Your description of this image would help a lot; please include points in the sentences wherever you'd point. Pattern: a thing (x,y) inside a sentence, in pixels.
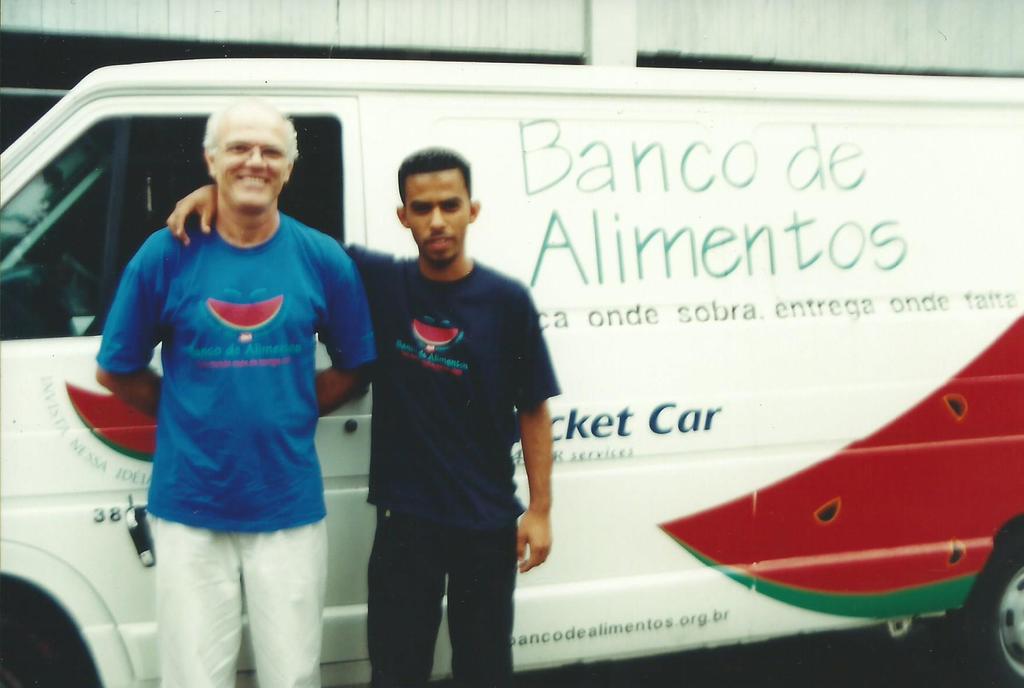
In this image there are people (407,330), vehicle (612,191) and wall (257,23). Something is written on the vehicle (770,261).
